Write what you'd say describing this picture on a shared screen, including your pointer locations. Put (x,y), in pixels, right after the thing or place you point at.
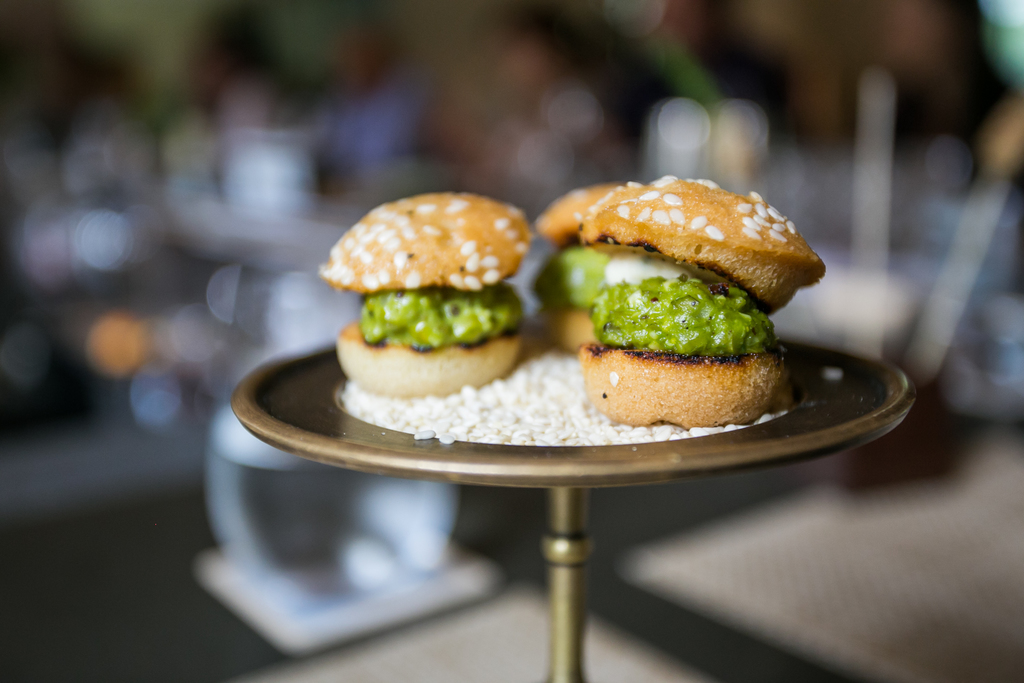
In the center of the image (542,299) we can see a food (492,347) is present on a stand (562,472). At the bottom of the image (60,648) we can see a table (519,573). In the background (451,491), the image is blur.
